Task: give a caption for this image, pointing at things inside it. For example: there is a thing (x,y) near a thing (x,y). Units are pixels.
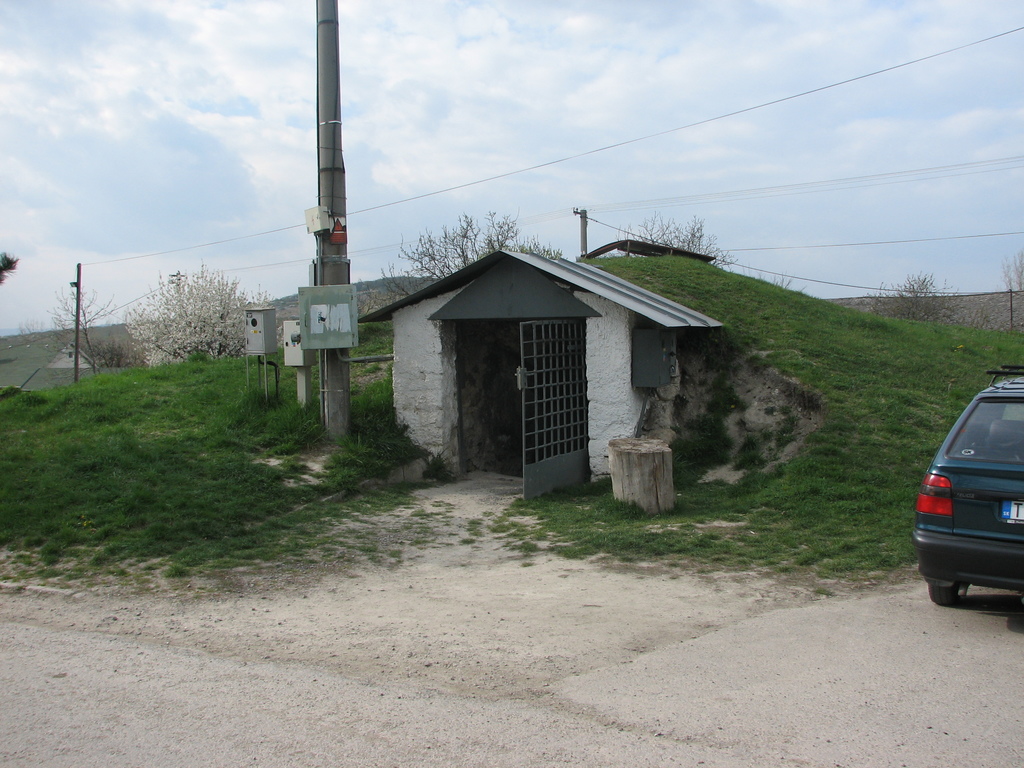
In this image, we can see a house (607,423), grass (693,543), grill (581,450), poles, boxes (335,296), wires (823,283), trees (438,241) and few things (617,464). On the right side of the image (976,431), we can see a vehicle (984,528) on the walkway (945,678). Background (973,246) we can see the cloudy sky (416,134).
